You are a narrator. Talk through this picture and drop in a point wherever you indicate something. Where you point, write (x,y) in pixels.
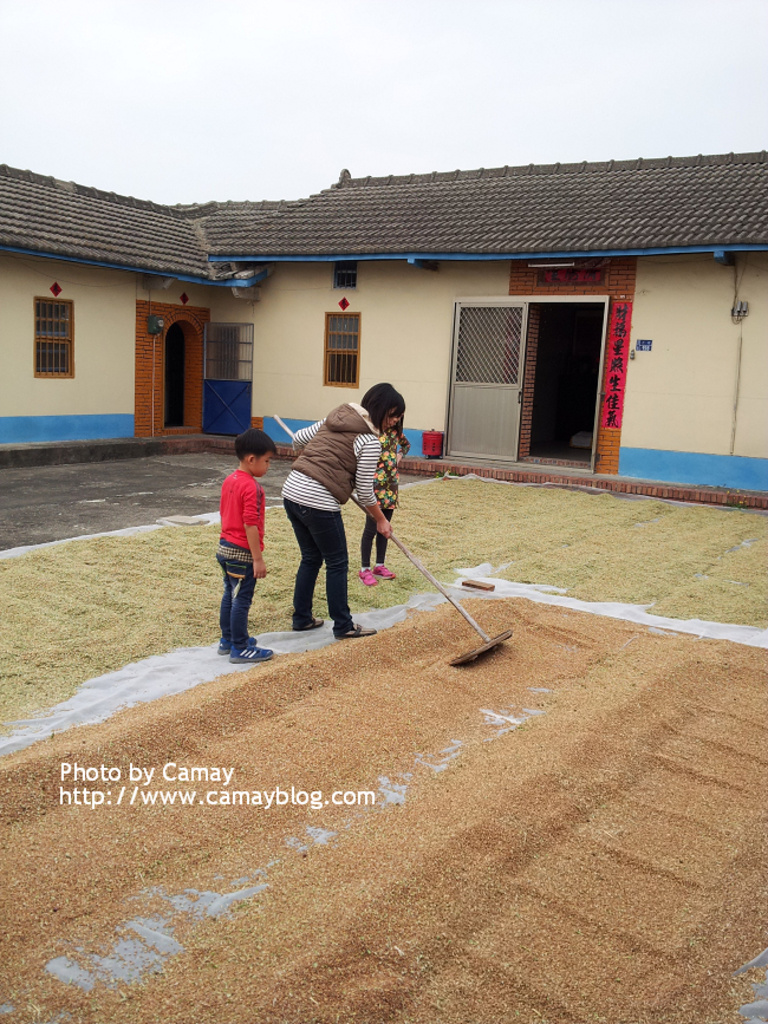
In this image, we can see people (351,482) and one of them is wearing a coat (320,467) and holding a stick (441,588). In the background (335,377), we can see a house (433,318) and there are doors (463,368). At the top (33,62), there is sky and at the bottom (385,731), there are grains (355,736) and we can see some text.
